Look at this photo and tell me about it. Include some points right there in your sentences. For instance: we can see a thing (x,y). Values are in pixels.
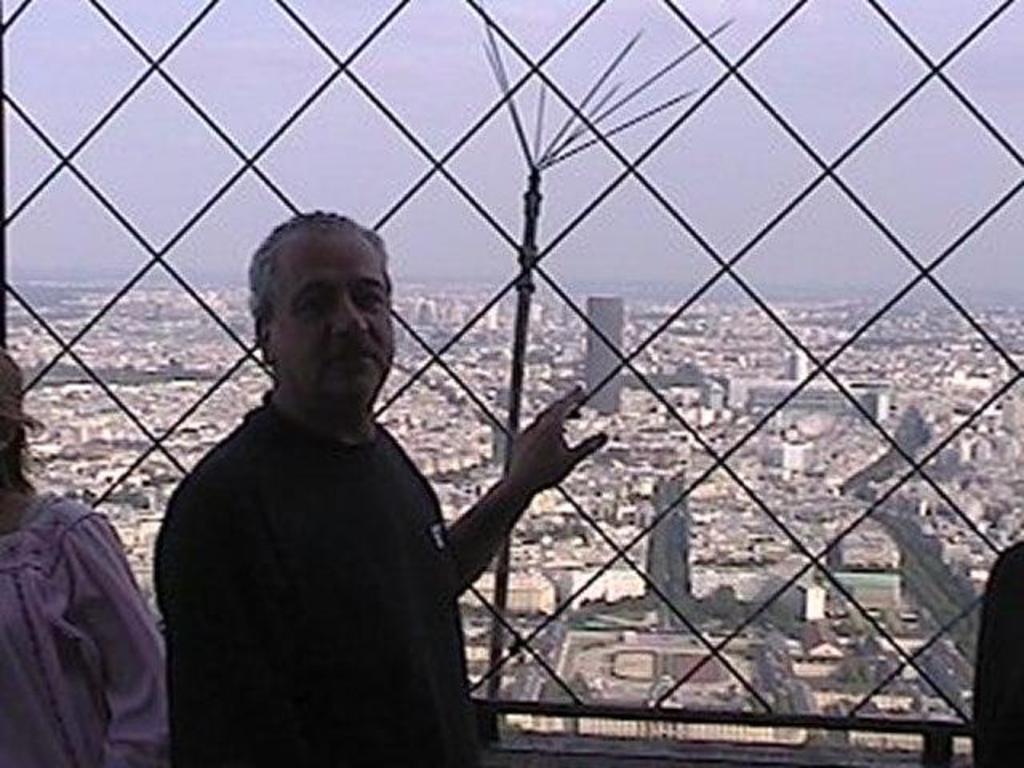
In this image we can see few people (298,561). There are many houses (800,441) and buildings (817,451) in the image. There is an object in the image. There is a safety grill (587,324) in the image. We can see the sky (752,32) in the image.
